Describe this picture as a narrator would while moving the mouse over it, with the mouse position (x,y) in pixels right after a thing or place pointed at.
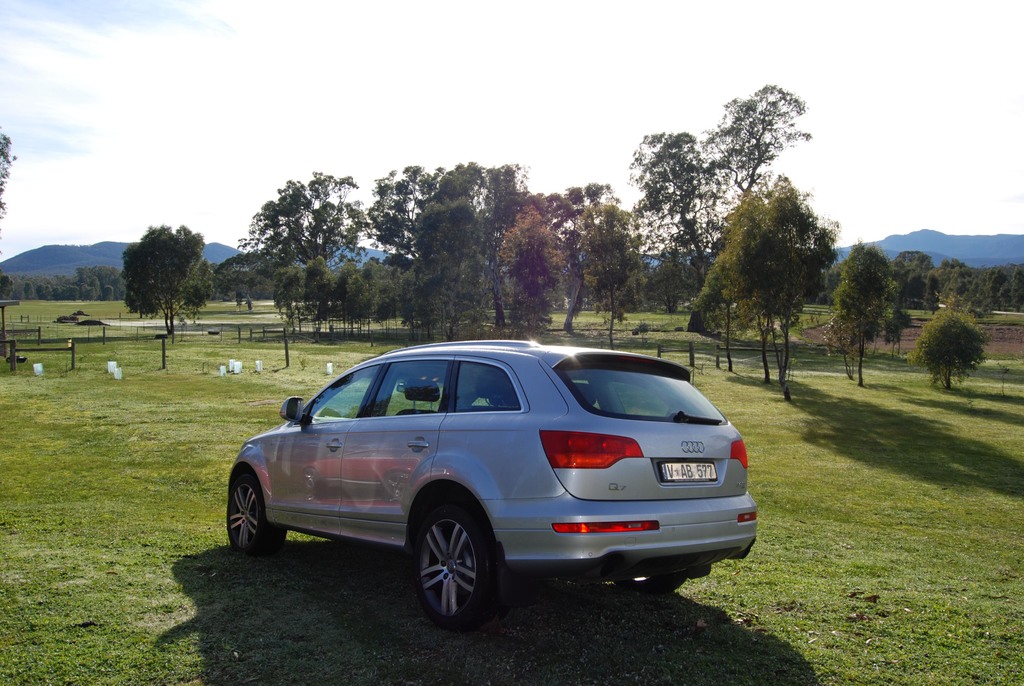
In this picture we can see a car (582,510) on the grass (350,564). In front of the car (360,415) there are some objects (3,330), trees (84,287), hills (55,267) and the sky (472,83).
